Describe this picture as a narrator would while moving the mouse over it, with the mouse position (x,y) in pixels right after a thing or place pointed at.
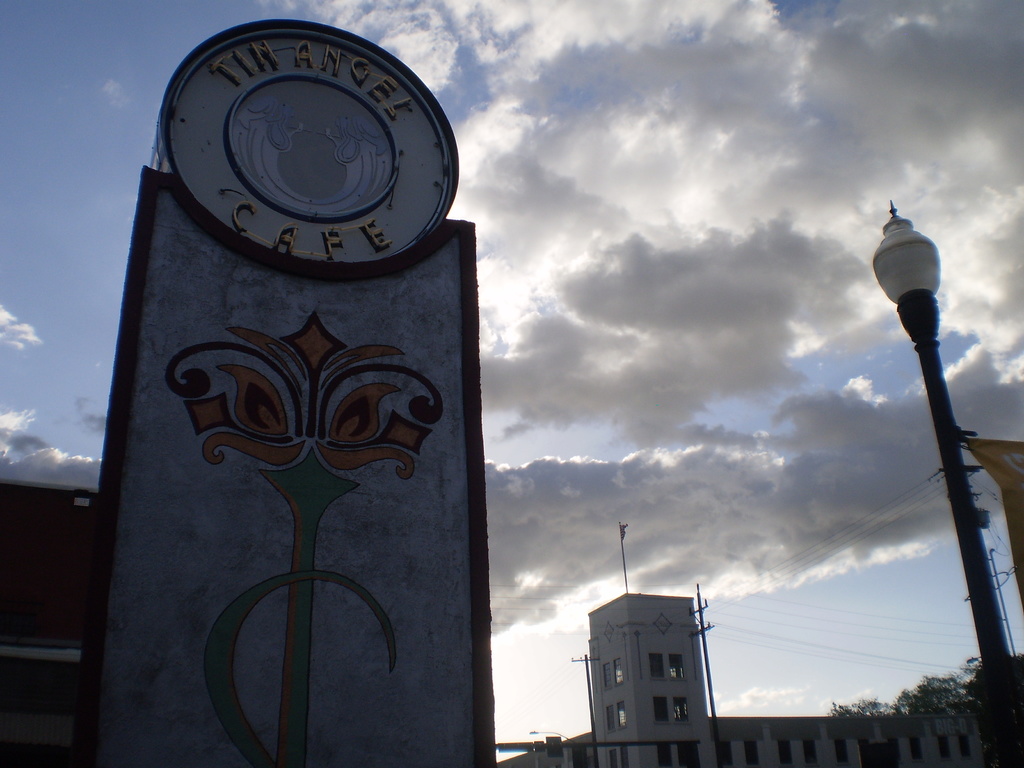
In this image there is a board (254,25) attached to the wall (282,462) having some painting (306,492) on it. Behind there are few buildings (605,718). A banner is attached to the pole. There are few pole (706,627) connected with few wires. Behind the building (953,716) there are few trees (903,707). Right side (1012,726) there is a street light (1014,759). Top of image (750,147) there is sky (711,492) with some clouds (711,492).
